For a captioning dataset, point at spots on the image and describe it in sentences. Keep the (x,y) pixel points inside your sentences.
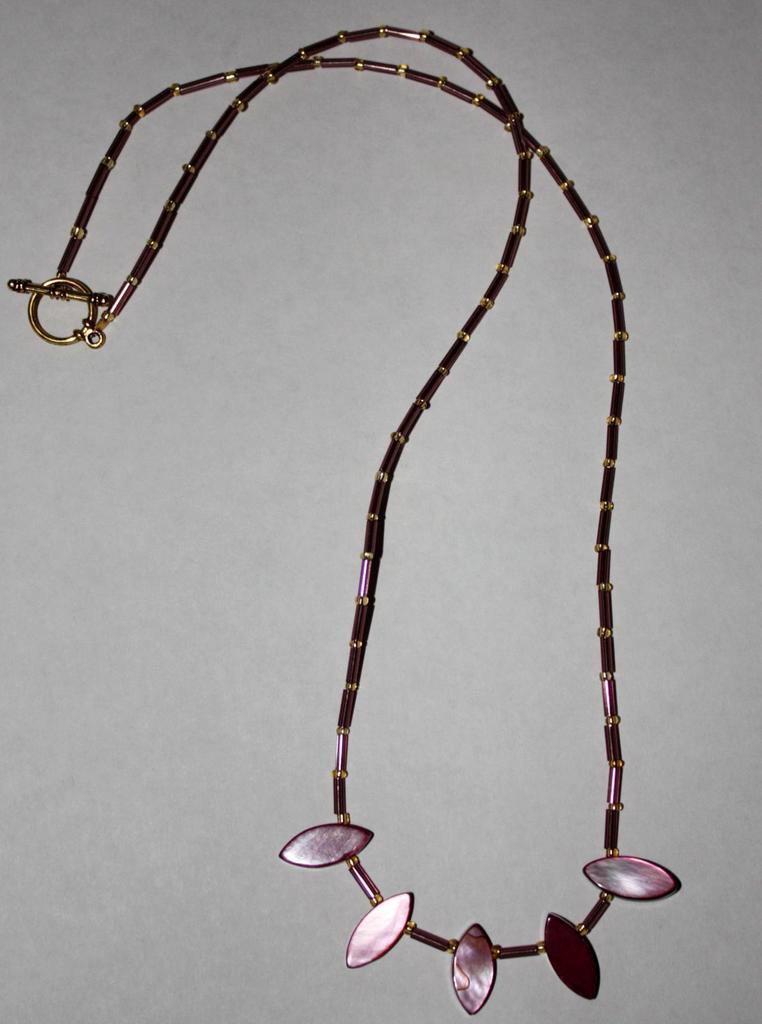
In this image we can see a neck chain (628,882) with design (621,888) on a surface (231,553).
